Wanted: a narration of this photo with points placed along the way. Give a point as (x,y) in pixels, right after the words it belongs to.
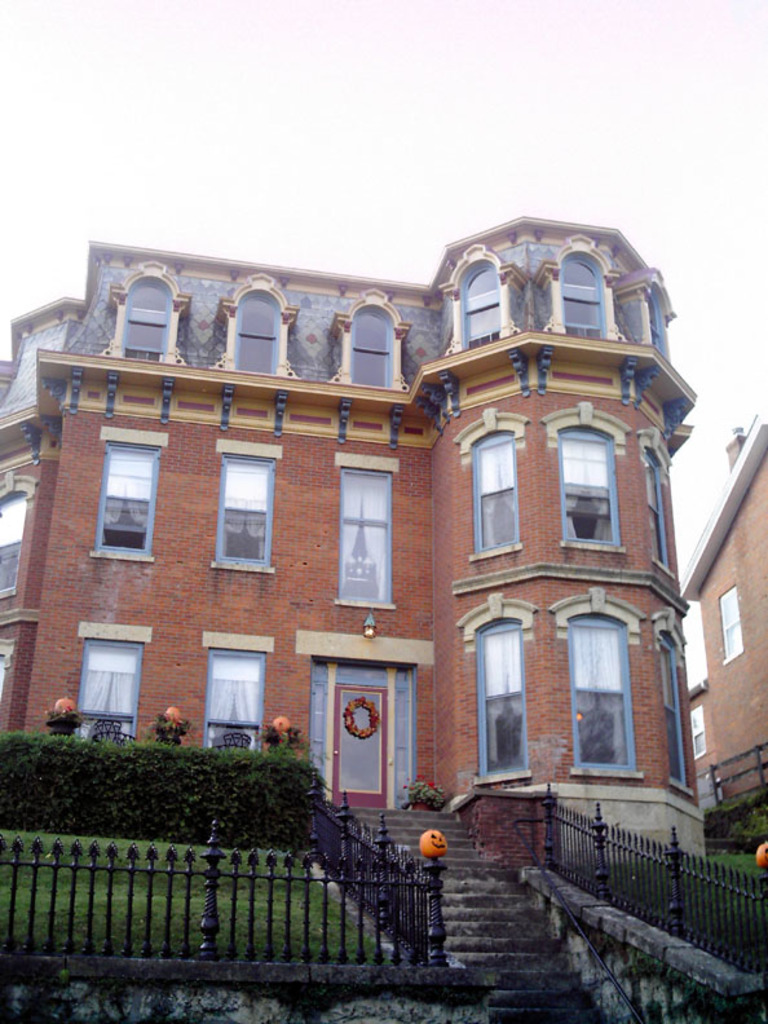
In the background (603,15) we can see the sky (474,117). In this picture we can see a building (561,605), windows (607,455), railings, plants (266,773), green grass (40,837), stairs (499,869) and few objects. On the right side of the picture (755,570) we can see the wall (759,690) and windows (728,639).
